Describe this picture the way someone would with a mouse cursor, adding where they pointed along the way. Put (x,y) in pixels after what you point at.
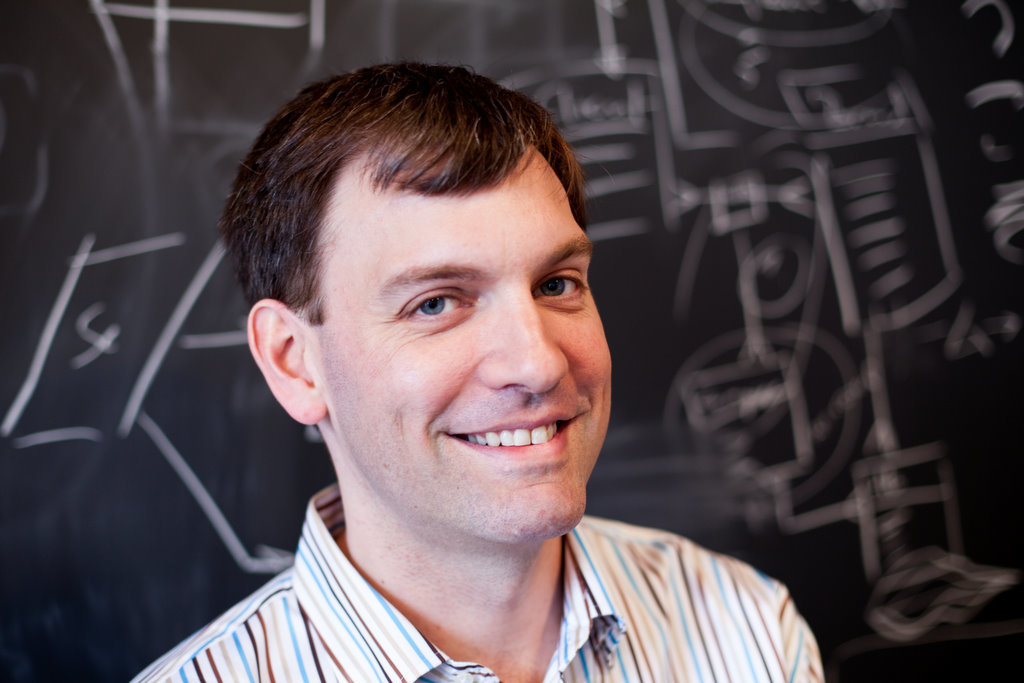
In this image we can see one person (605,527) and written text (793,227) on the board (817,294) in the background (817,294).
